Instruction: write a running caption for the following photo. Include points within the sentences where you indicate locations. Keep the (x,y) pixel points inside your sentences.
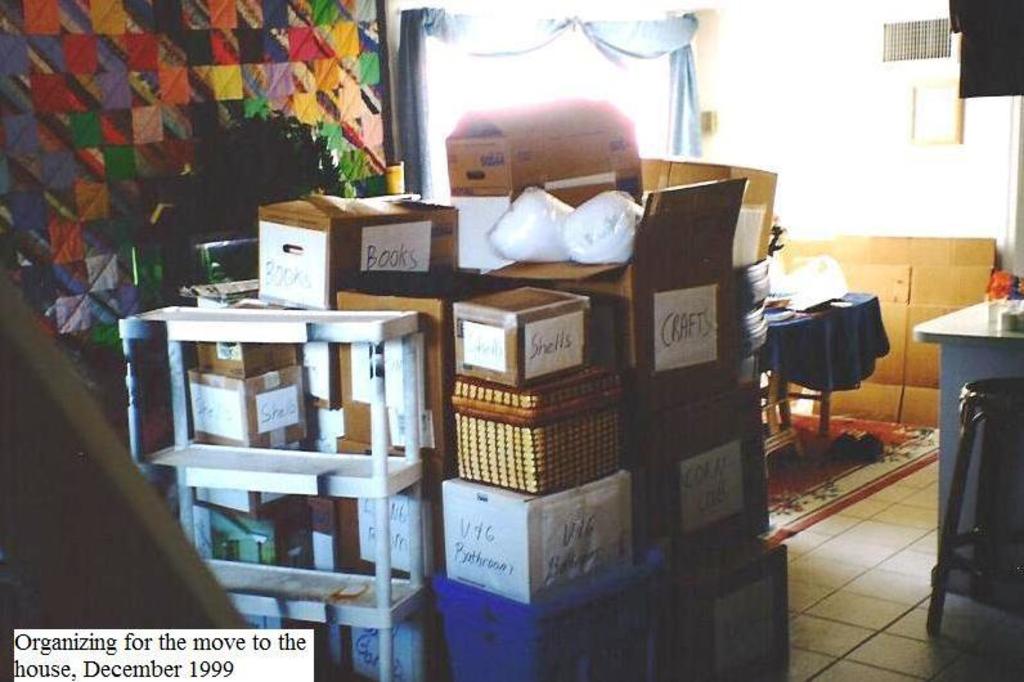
There are few boxes (624,402) which has something written on it is placed beside a white stand (347,334) and there are some other objects (917,302) in the background (917,302).
